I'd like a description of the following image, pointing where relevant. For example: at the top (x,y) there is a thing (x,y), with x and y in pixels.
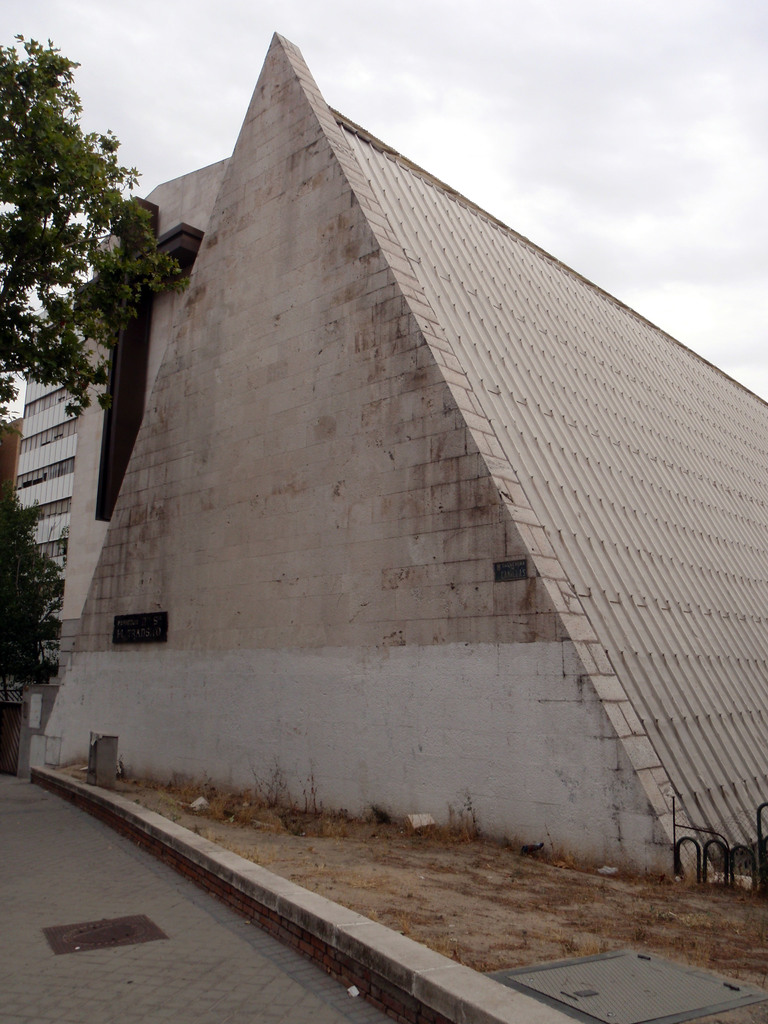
In the center of the image (279,676) there is a pyramid structure (401,721). There is a tree (58,86). At the bottom of the image (79,879) there is a pavement (113,955). At the top of the image (471,121) there is sky (516,91).
